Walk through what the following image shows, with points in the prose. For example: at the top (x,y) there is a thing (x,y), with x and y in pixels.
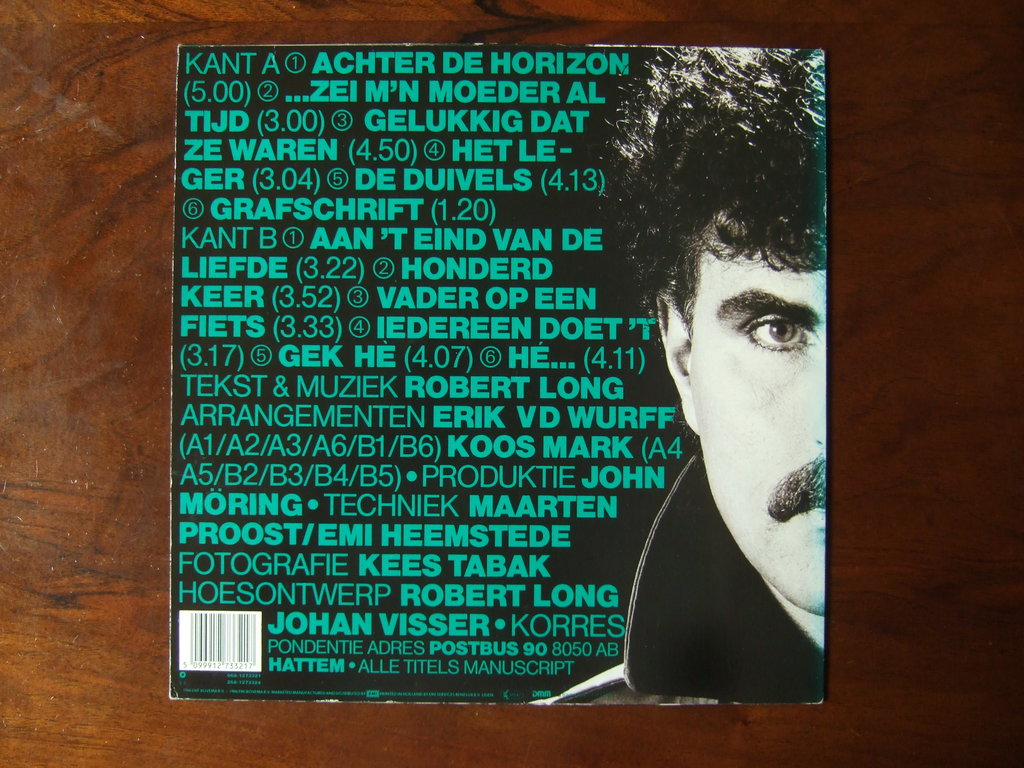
In this image I can see a person's face (701,395) and I can see something written on the black color object (386,348) and the object (446,457) is on the brown color surface (95,373).
